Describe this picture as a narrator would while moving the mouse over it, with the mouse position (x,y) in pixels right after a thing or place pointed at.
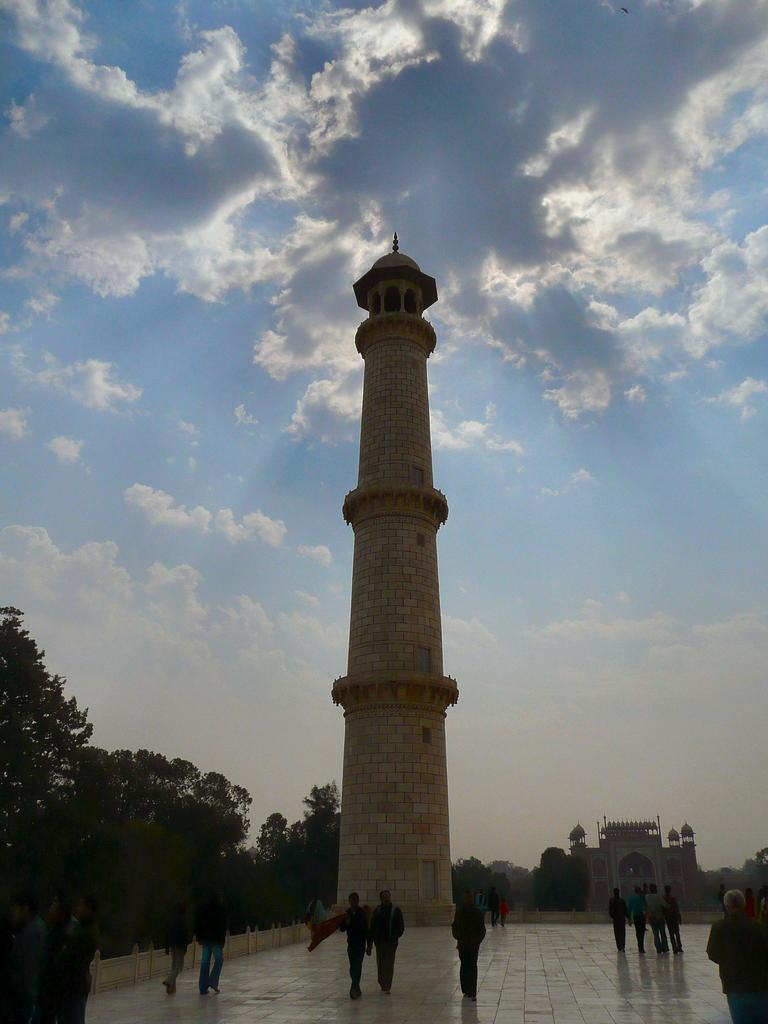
In this image I can see a fort (621,859), tower (393,739) and trees (179,851). I can see few people (729,915) are walking. The sky (251,217) is in white and blue color.
